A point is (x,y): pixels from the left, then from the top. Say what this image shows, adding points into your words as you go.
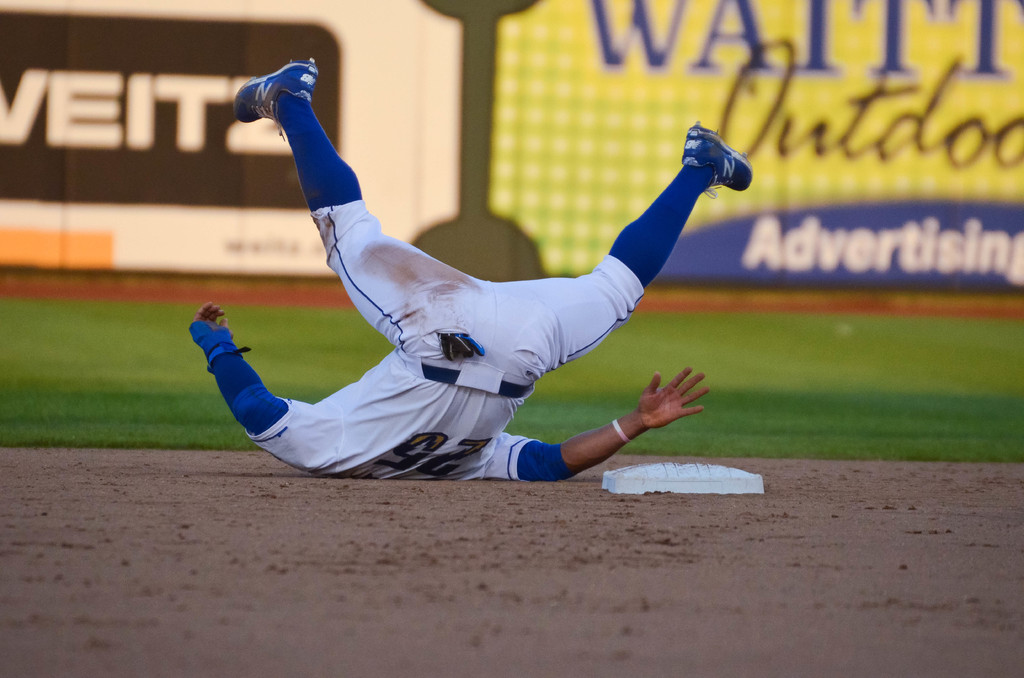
In this image we can see a man (360,452) on the land (492,547). Beside the man (466,372), we can see one white color object (657,483). In the background (834,375), we can see grassy land (848,351) and banners (789,168). The man (436,334) is wearing white and blue color dress (453,322).
